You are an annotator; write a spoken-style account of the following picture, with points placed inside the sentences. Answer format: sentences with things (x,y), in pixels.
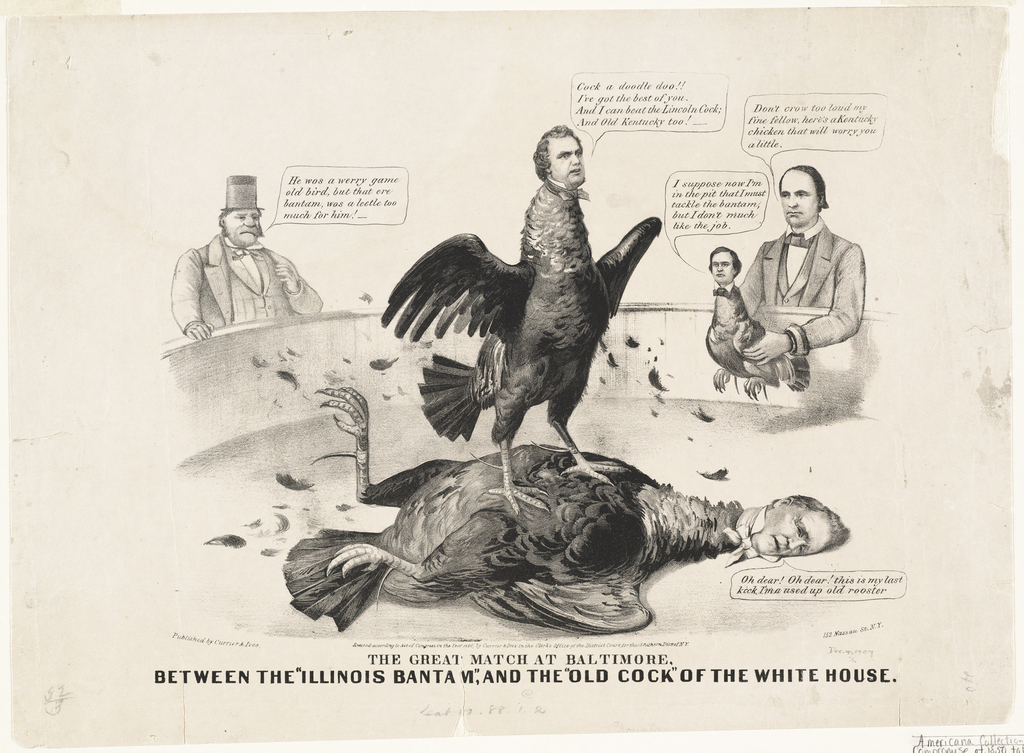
In this image I can see a drawing (451,539). I can see two persons (812,240) in the drawing (284,264). I can see some text (524,656).
